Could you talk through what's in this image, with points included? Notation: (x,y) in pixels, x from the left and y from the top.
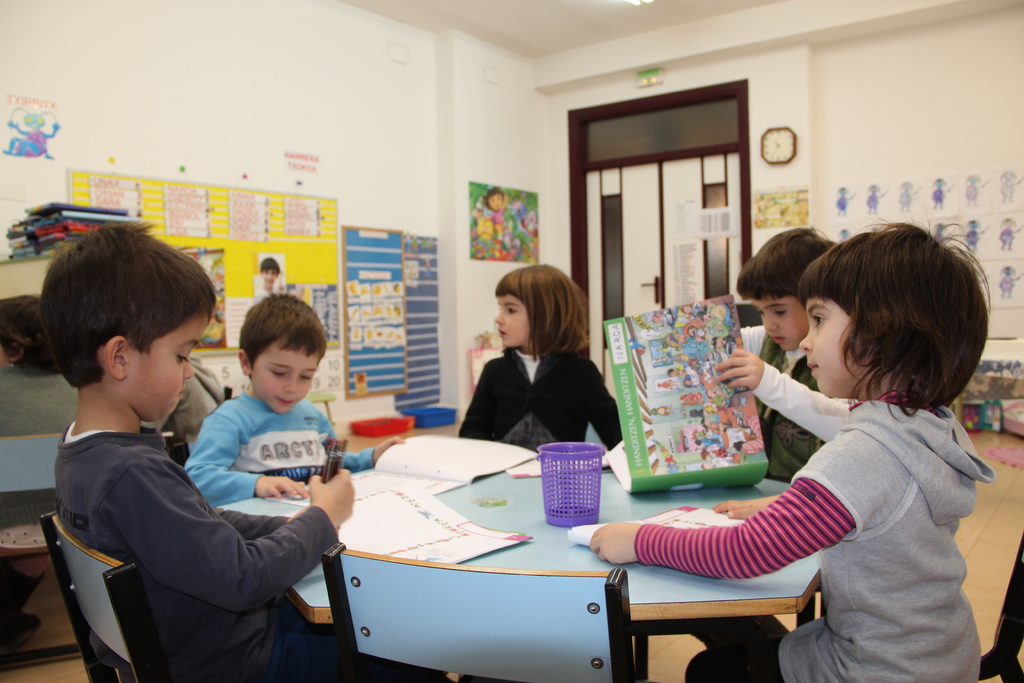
In this image we can see these children (77,377) are sitting on the chairs (131,618) near the table (794,610) where books (354,523) and violet color basket (572,480) are kept. In the background (1005,249), we can see charts (370,246) on the wall (803,111), clock (783,138), books (18,232) and the door (670,183) here.
